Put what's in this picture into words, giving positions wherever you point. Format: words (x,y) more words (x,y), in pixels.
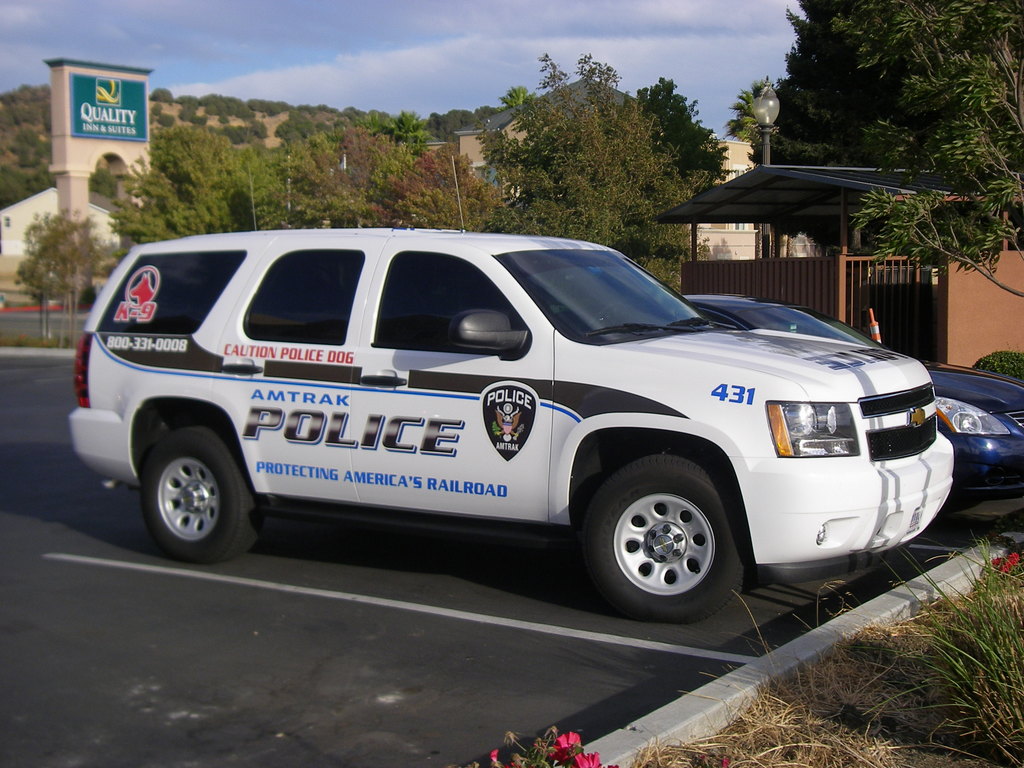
In the foreground of the image (579,497) we can see a police car (311,514). In the middle of the image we can see trees (254,115) and the arch (113,144). On the top of the image (580,31) we can see the sky (455,81).
